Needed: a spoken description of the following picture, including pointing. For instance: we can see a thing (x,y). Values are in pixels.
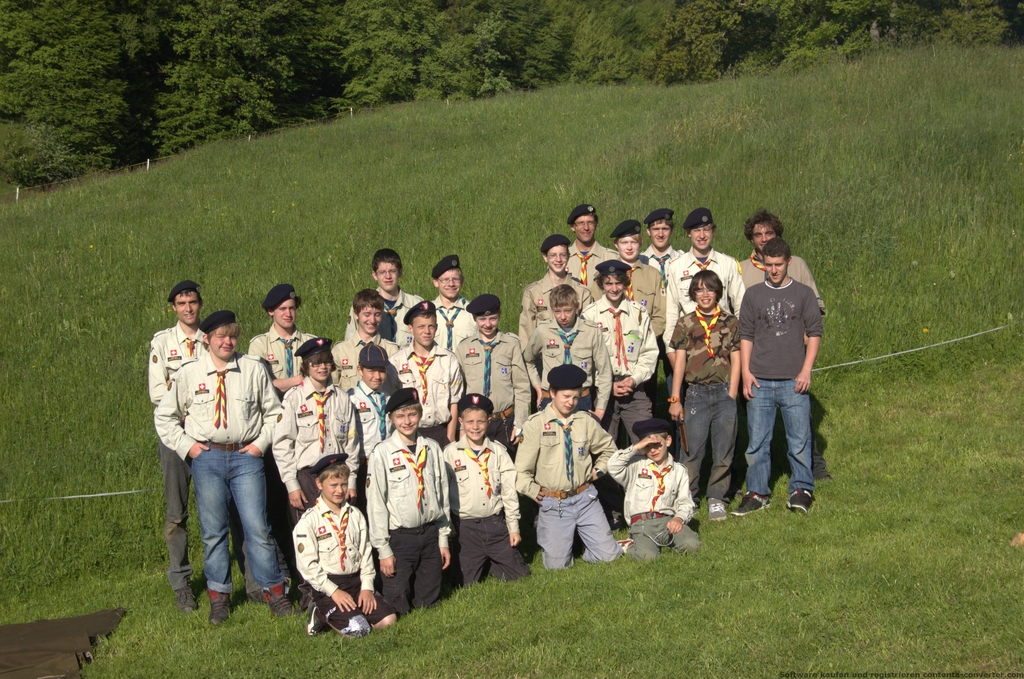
In this image I can see there is a group of people (478,320), among them few are kneeling on the grass (660,647) and few are standing. There are trees (537,43) in the background (537,43).
